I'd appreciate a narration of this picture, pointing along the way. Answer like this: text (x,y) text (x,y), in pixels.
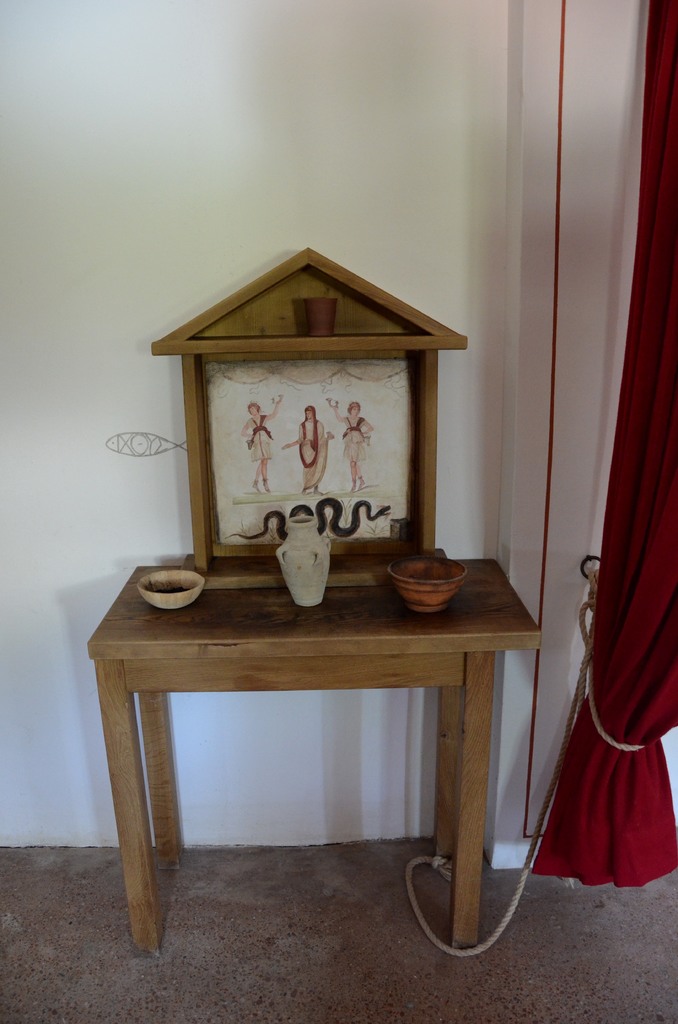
In this picture we can see a frame (426,329), vase (301,597) and two bowls (408,580) on a wooden table (346,679). There is a curtain (611,653) and ropes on the right side (649,794). We can see a wall (239,104) in the background (67,125).
